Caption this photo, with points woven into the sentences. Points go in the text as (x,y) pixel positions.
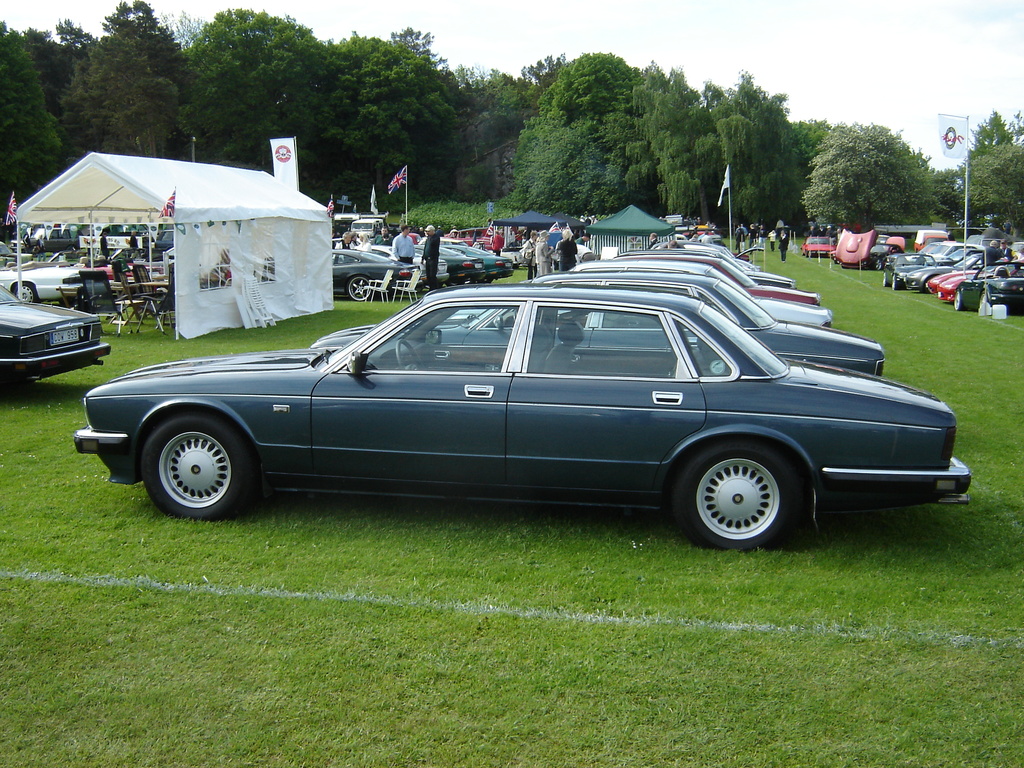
In this picture we can see vehicles (602,464) and people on the ground (885,515) and in the background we can see tents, chairs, flags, trees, sky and some objects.
